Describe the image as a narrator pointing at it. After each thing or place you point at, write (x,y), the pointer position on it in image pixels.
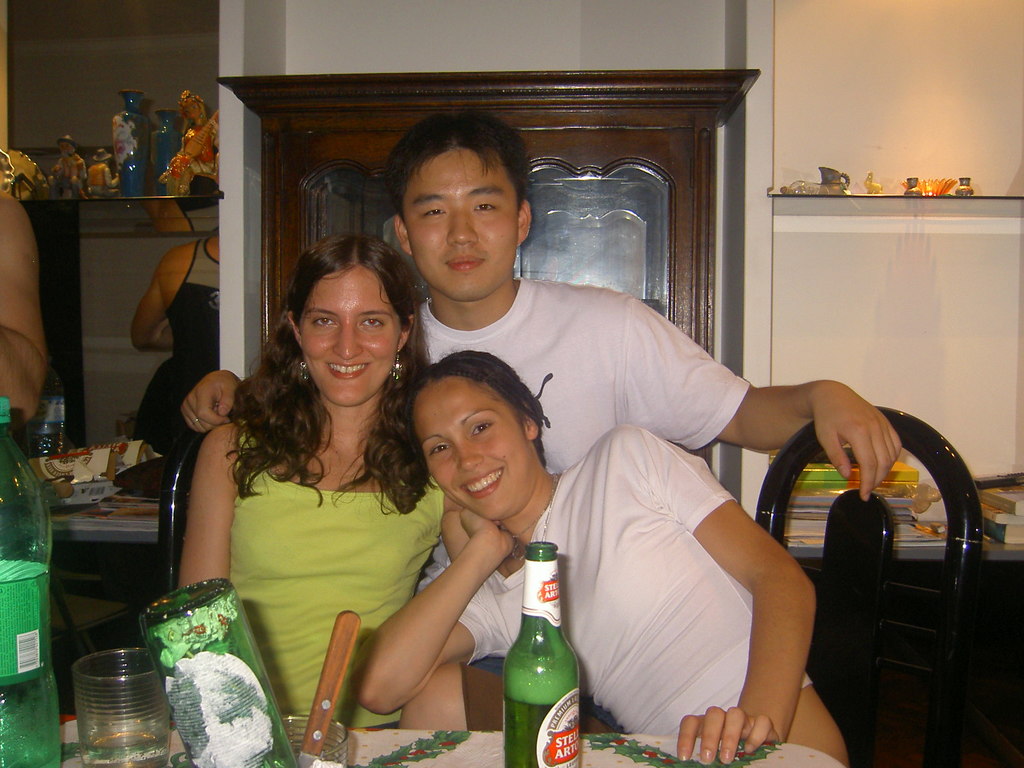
There are three people (488,430). The man (511,354) with white t-shirt (562,321) is standing. And the girl (336,476) with the green top (333,555) and other girl (617,547) with the white top (625,573) are sitting on the chair (872,568). In front of them there is a table (617,747). On the table (613,746) there is a bottle (510,684), knife (345,649), glass (100,705). Behind them there is a cupboard (363,111). And to the right side (993,508) there is a cupboard (981,503) with the books (908,514). And to the left side (173,167) there is a cupboard (34,136) with toys (173,167). And a person (183,308) we can see.
